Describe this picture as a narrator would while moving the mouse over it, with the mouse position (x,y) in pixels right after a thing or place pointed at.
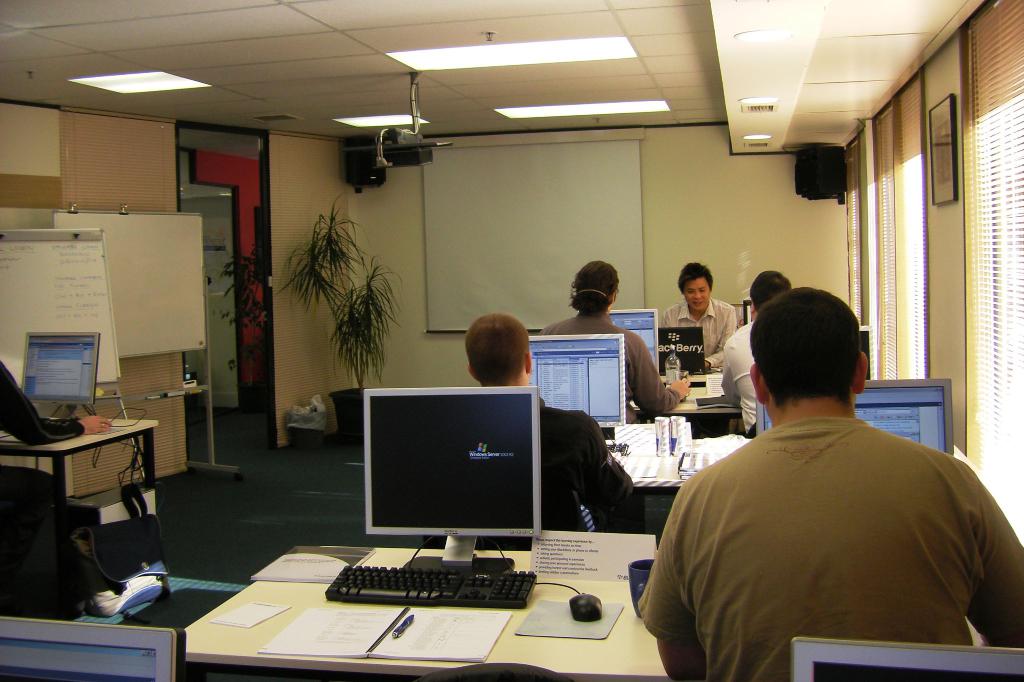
There are people (726,474) sitting in front of the computers (468,443) in the foreground area of the image (450,503), there are windows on the right side (907,115), there are lamps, screen (562,260), plant pot (327,281) and a door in the background (243,258).
